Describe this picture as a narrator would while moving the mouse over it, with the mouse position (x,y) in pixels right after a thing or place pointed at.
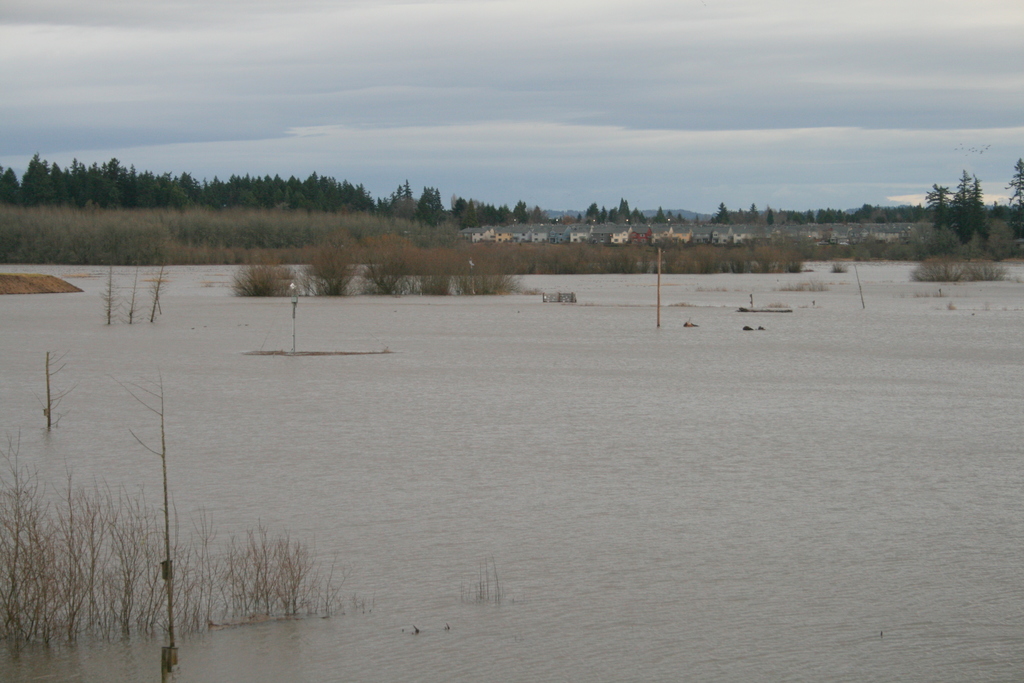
In this picture there are buildings (616,242) and trees (971,230). At the top (544,130) there is sky (538,93) and there are clouds (423,30). At the bottom (493,563) there is water (718,626) and there are plants (748,258) and poles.
